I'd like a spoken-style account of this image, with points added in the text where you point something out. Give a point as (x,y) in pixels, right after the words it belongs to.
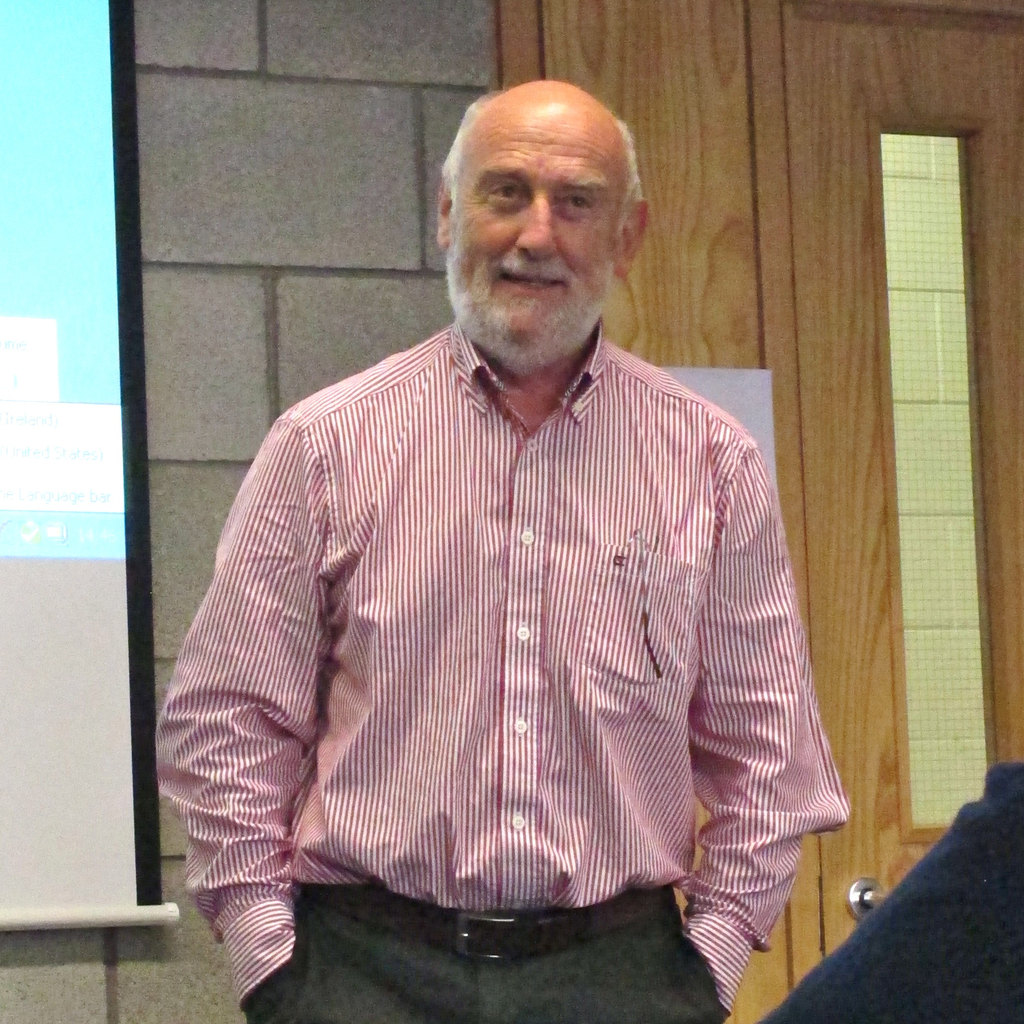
In this image I can see the person (447,581) is standing and wearing pink and black color dress (548,610). In the background (401,57) I can see the wall (337,144), door (954,64) and the projection-screen (95,356).
